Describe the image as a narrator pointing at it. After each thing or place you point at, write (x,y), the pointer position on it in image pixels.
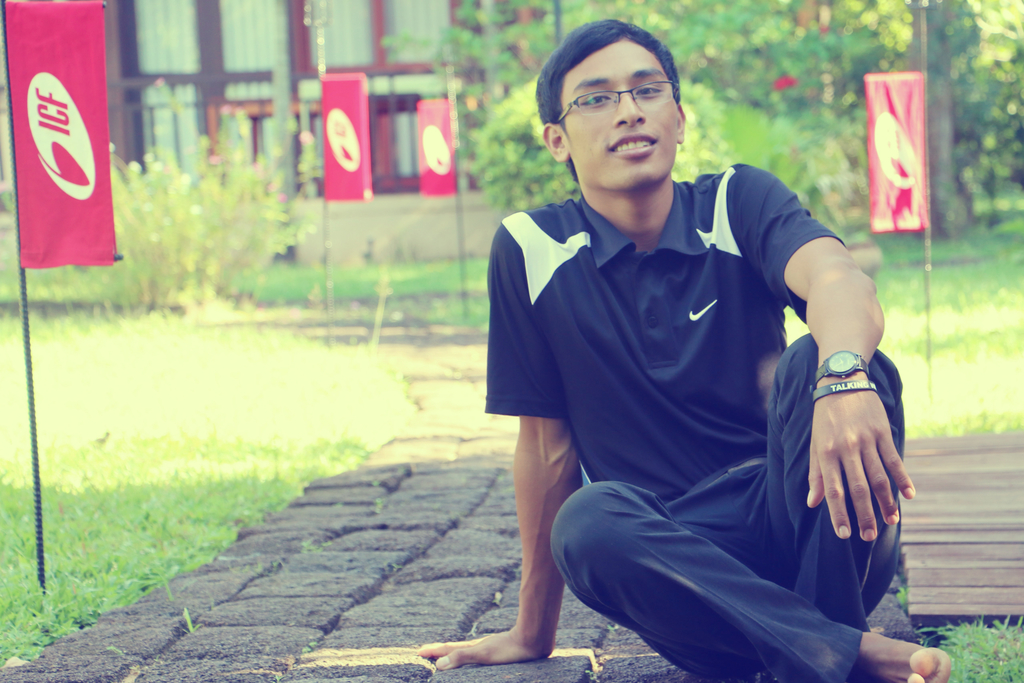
In the image there is a boy (624,561) sitting on path (456,527) in between the grass (263,482) and there are some flags (872,184) dug in the grass (306,273), in the background (682,17) there are some trees (786,118).
